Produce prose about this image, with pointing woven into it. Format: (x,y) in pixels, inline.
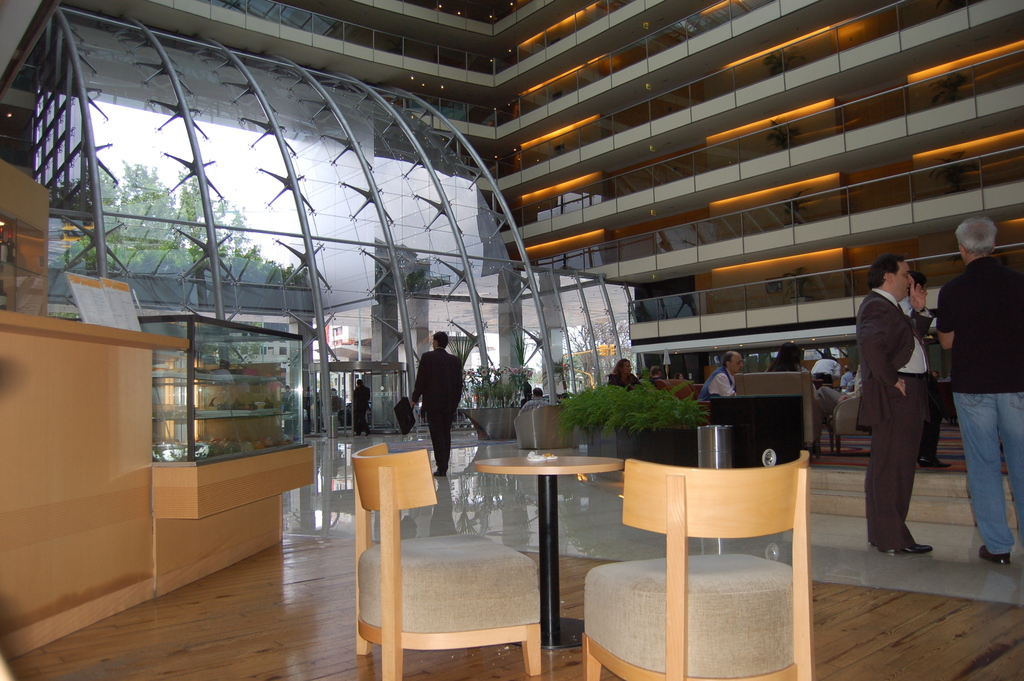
In this image few persons (883,364) are standing on the floor (618,528). There are few plants (648,416) in the pots (640,432). Left side (89,466) there is a desk (106,479) having a board (92,317) on it. Bottom of the image (565,460) there is a table (534,474) and two chairs (590,611) are on the floor (415,515). Right side (921,217) there are few balconies (716,220). Left side (320,190) there is a glass wall (361,274). From it few trees (181,251) and buildings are visible.
